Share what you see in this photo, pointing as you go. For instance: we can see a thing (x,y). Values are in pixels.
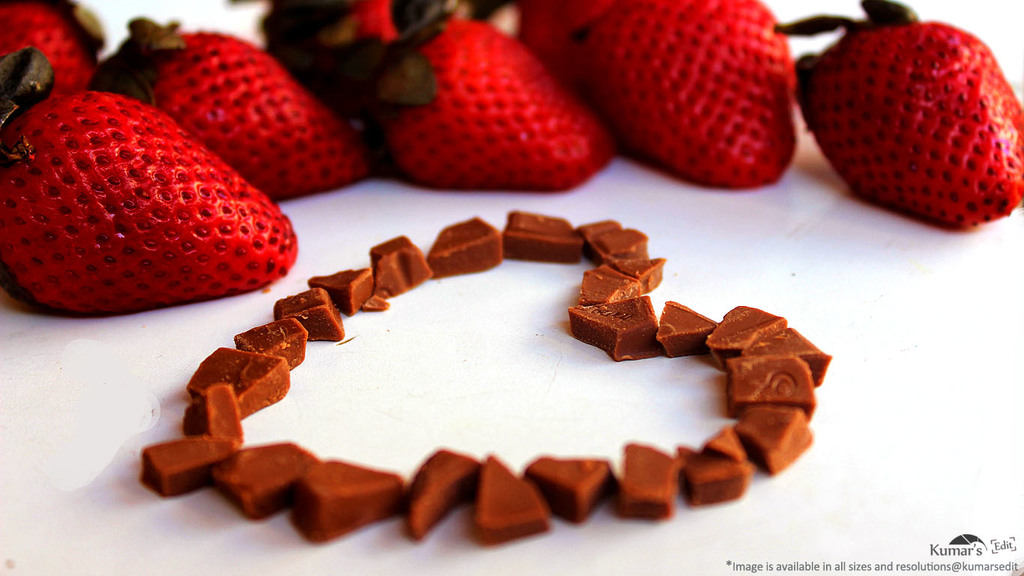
In this image, we can see some red color strawberries (425,80) and there are some brown color small pieces (599,297) on the white color table (607,391).
